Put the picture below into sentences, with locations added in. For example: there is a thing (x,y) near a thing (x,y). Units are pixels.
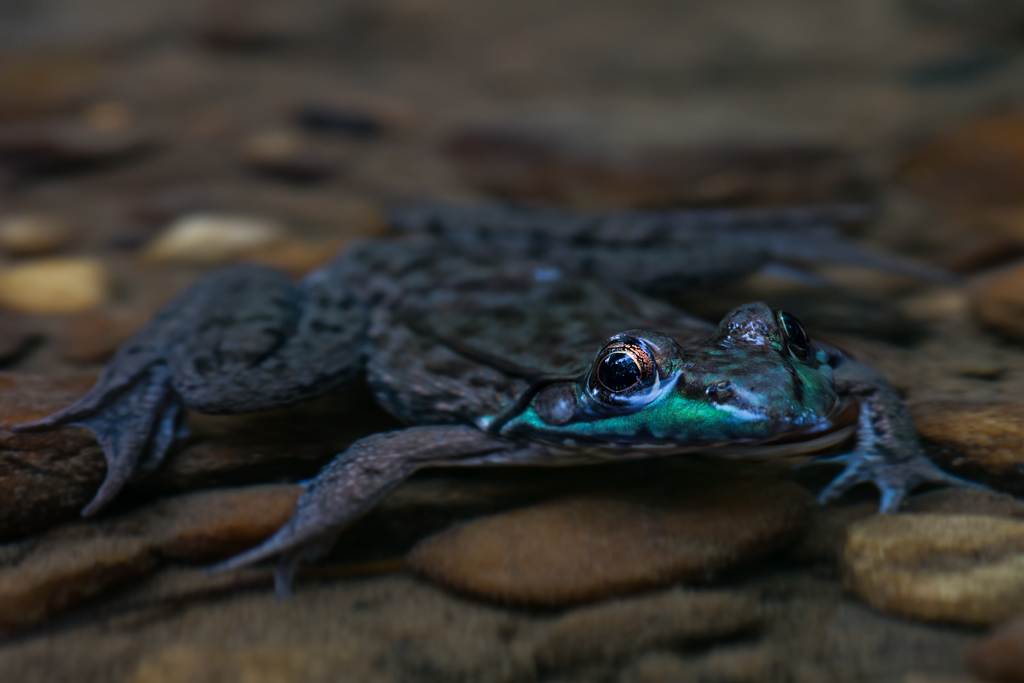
In this image in the center (466,404) there is one frog (596,416), and at the bottom (557,592) there are some stones (898,539).
